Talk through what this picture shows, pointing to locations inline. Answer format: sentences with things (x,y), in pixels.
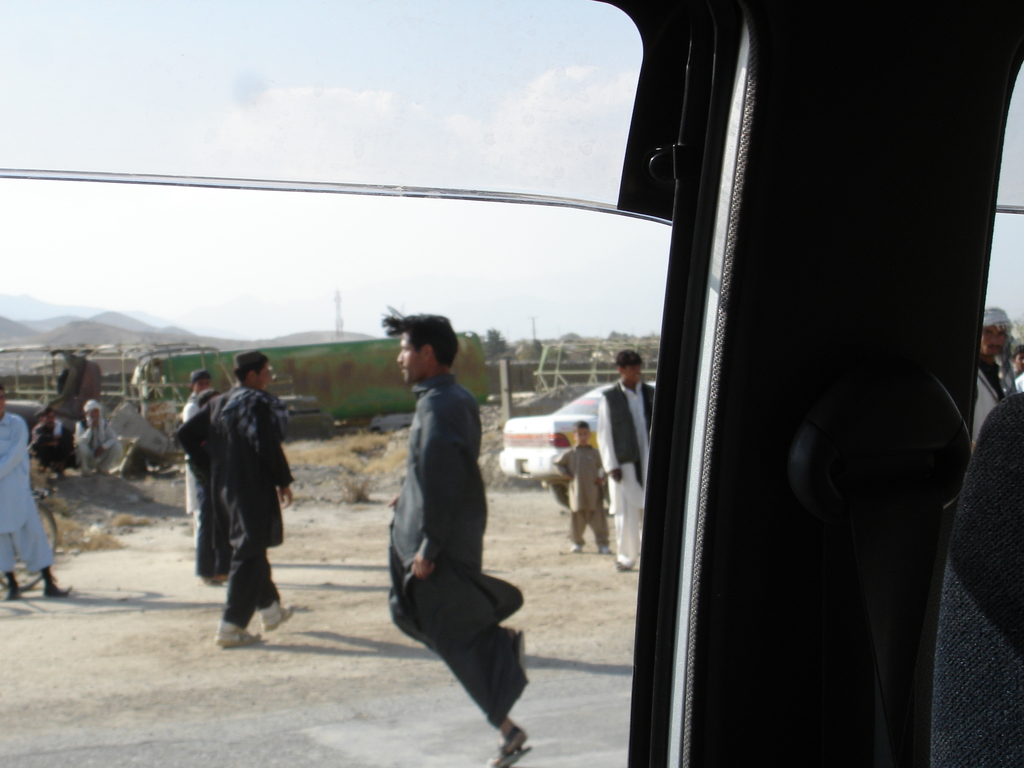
In this image I can see a picture through the glass window (501,478) of the vehicle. I can see few persons (420,569) standing on the ground (309,595), a white colored car (546,432), few trees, few mountains (305,336) and the sky (258,123).
